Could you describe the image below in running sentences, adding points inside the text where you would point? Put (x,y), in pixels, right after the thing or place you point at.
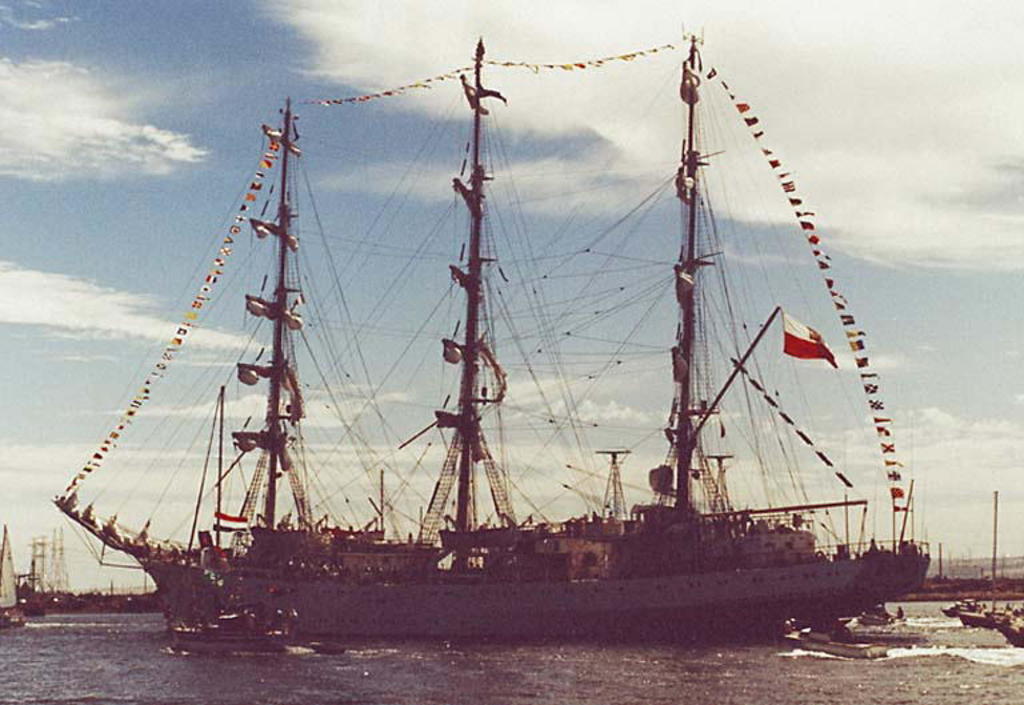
In this picture I can see boats (230,633) and a ship (691,627) on the water (781,655), and in the background (715,100) there is the sky (234,182).
